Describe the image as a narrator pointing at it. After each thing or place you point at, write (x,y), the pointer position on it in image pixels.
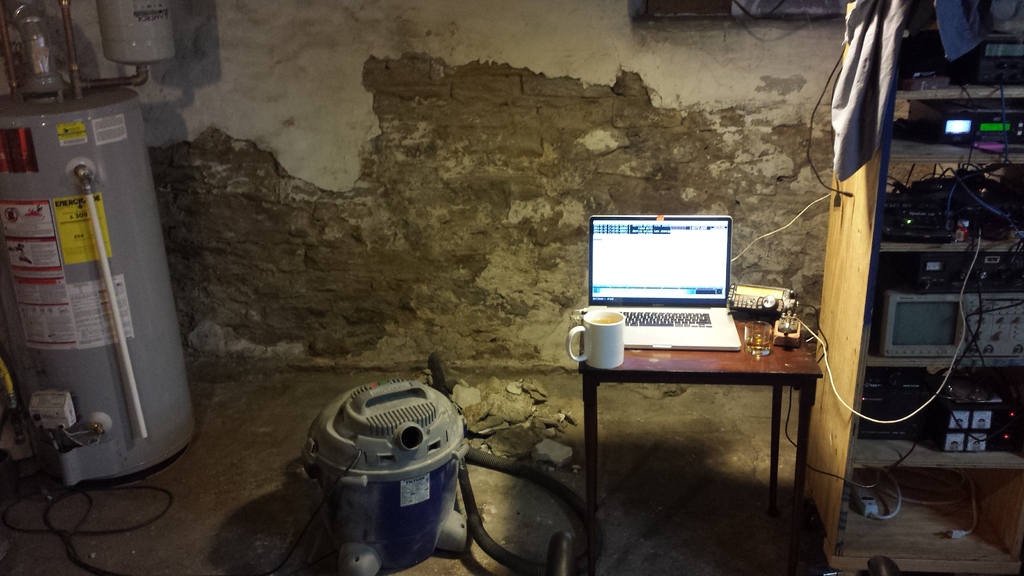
In this Image I see a laptop (654,308), a cup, a glass (762,341) and few equipment (753,311) on this table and I see many equipment (868,503) in this rack (902,154). In the background (801,305) I see the wall (353,307).
